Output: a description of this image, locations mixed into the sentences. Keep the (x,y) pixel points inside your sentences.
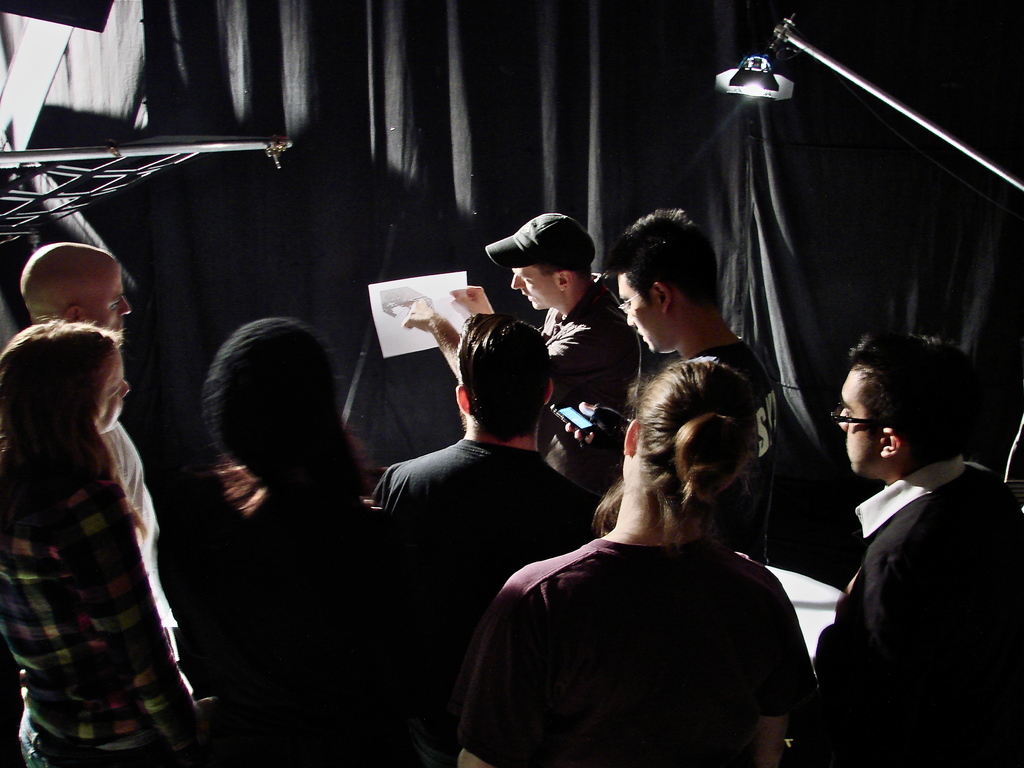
In this image a group (503,340) standing, on the top right (787,58) there is a lamp (787,81), on the top left (86,157) there is a rod (269,146), in the background (505,45) there is a black curtain (843,481).
